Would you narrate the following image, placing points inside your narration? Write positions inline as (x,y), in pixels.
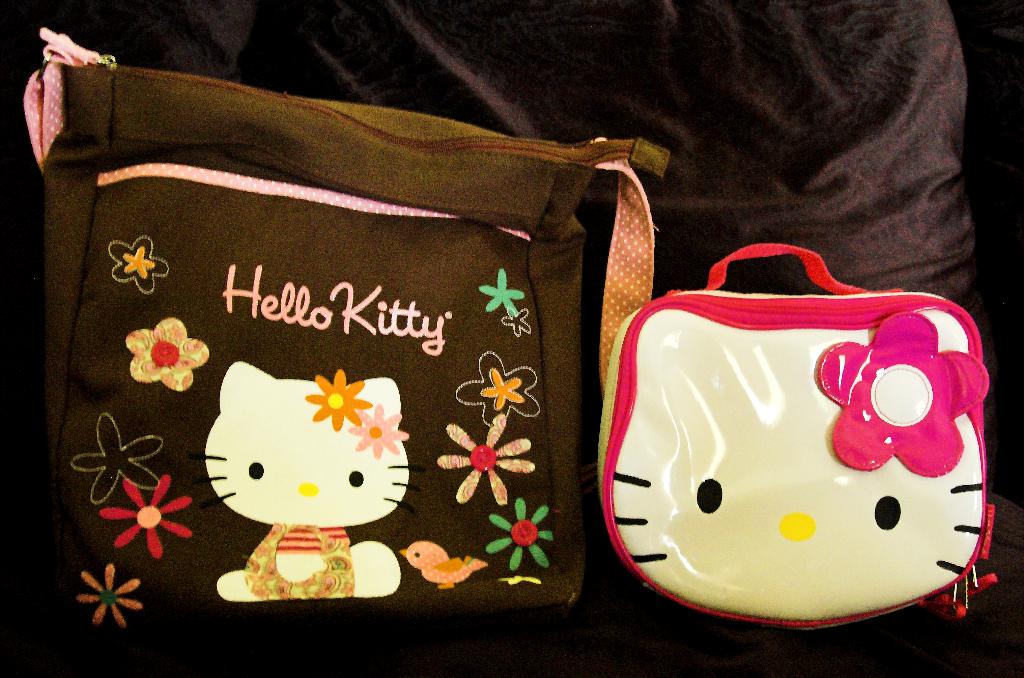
In this image, we can see bags (529,398) are on the cloth (743,187). Here we can see text (430,352) and some art (517,520) on a bag (486,510).
